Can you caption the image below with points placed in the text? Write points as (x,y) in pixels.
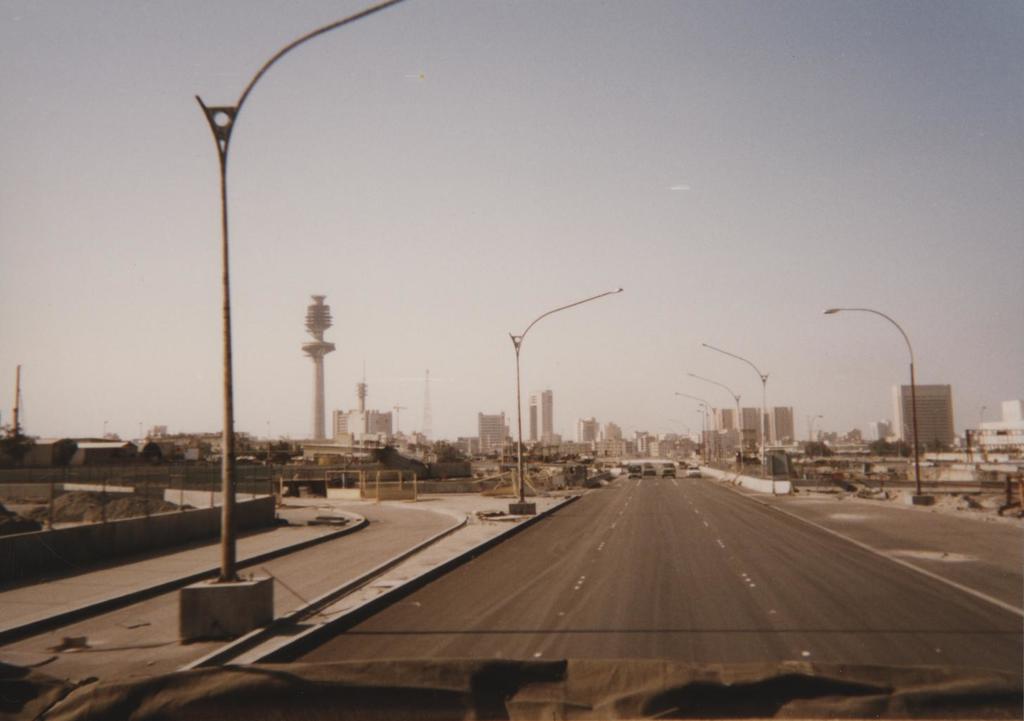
In the image we can see the road (668,576) and vehicles (639,471) on the road (677,589). There are even light poles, buildings (734,447) and the sky (554,183).
